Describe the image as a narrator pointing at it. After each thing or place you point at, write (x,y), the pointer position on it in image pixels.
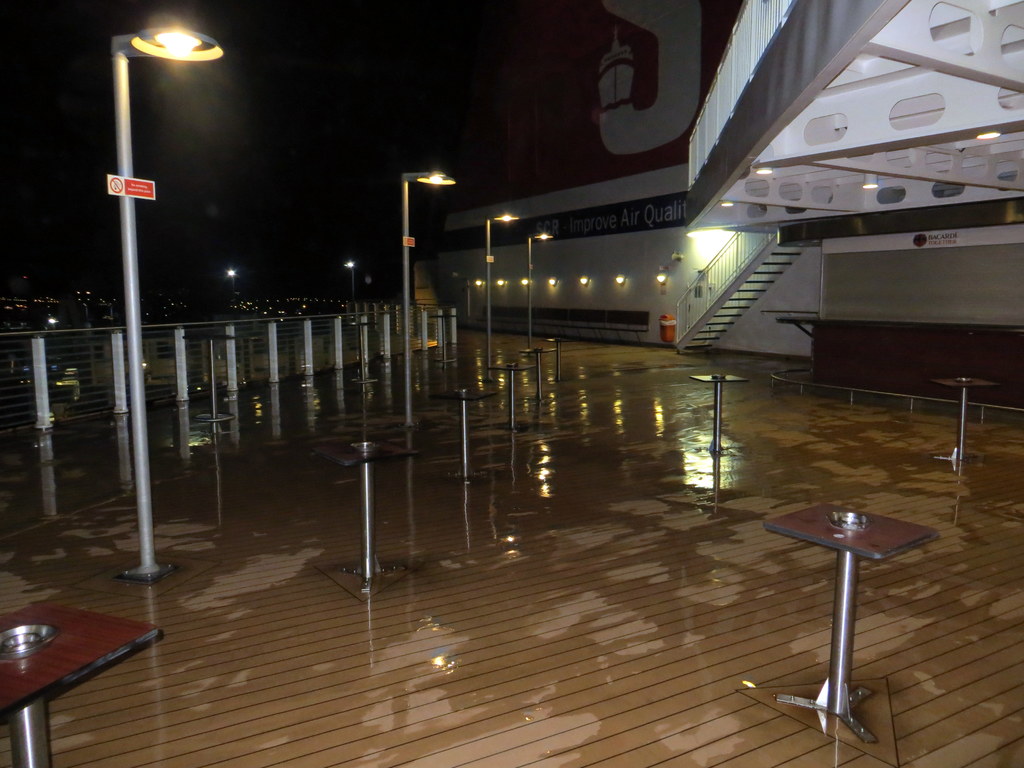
In this image at the bottom (184,592) there is floor (459,521), and also there are some poles (403,293) and lights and some boards (622,230). And in the background (576,244) there is a building (772,193), stairs (695,337) and some lights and at the top (249,163) there is sky (227,166).
